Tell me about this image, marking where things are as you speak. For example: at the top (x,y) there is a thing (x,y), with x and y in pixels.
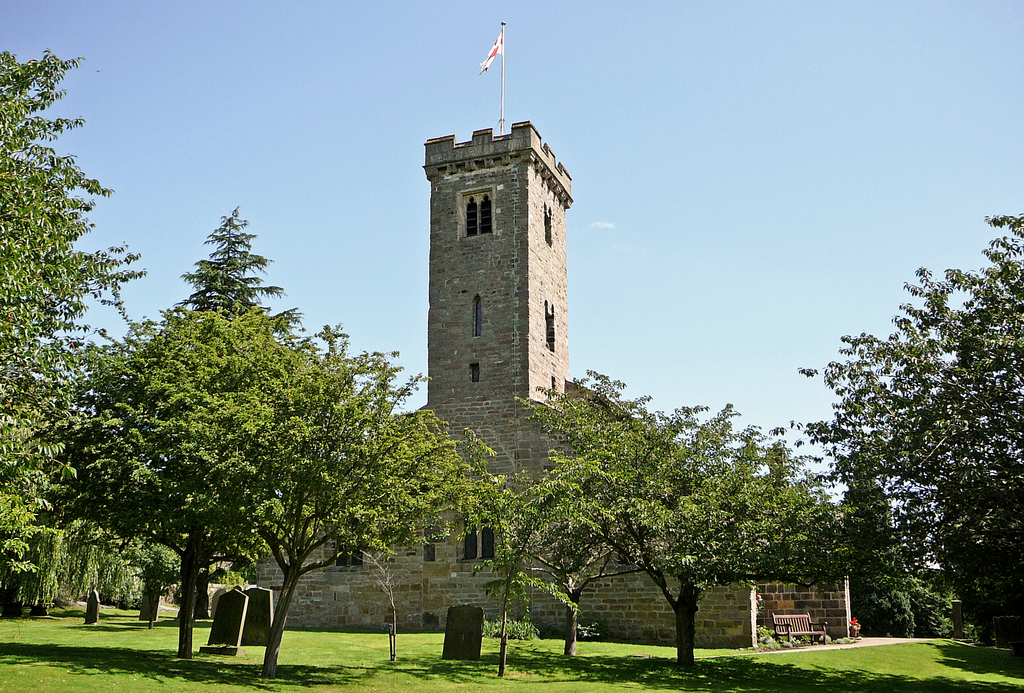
In this image, on the right side (835,561), we can see some trees (1022,283), bench (810,616). On the left side (15,407), we can also see some trees (116,387). In the middle of the image (471,369), we can see a building (473,207), flag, windows (473,221) and some pillars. At the top (322,164), we can see a sky (699,157).
